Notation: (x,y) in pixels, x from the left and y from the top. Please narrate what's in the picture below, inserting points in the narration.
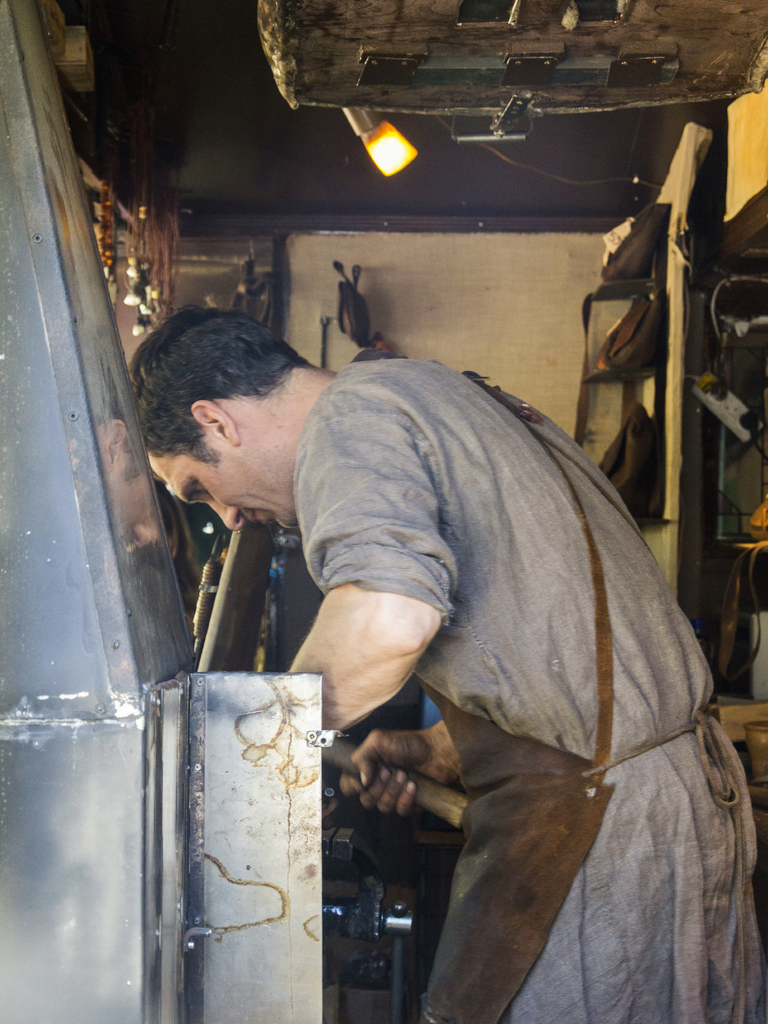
In this picture we can see a man (436,681) standing and holding something in his hand (450,764), in the background (509,334) there is a wall (501,292), we can see bags (630,250) here, there is a light (407,143) here.
